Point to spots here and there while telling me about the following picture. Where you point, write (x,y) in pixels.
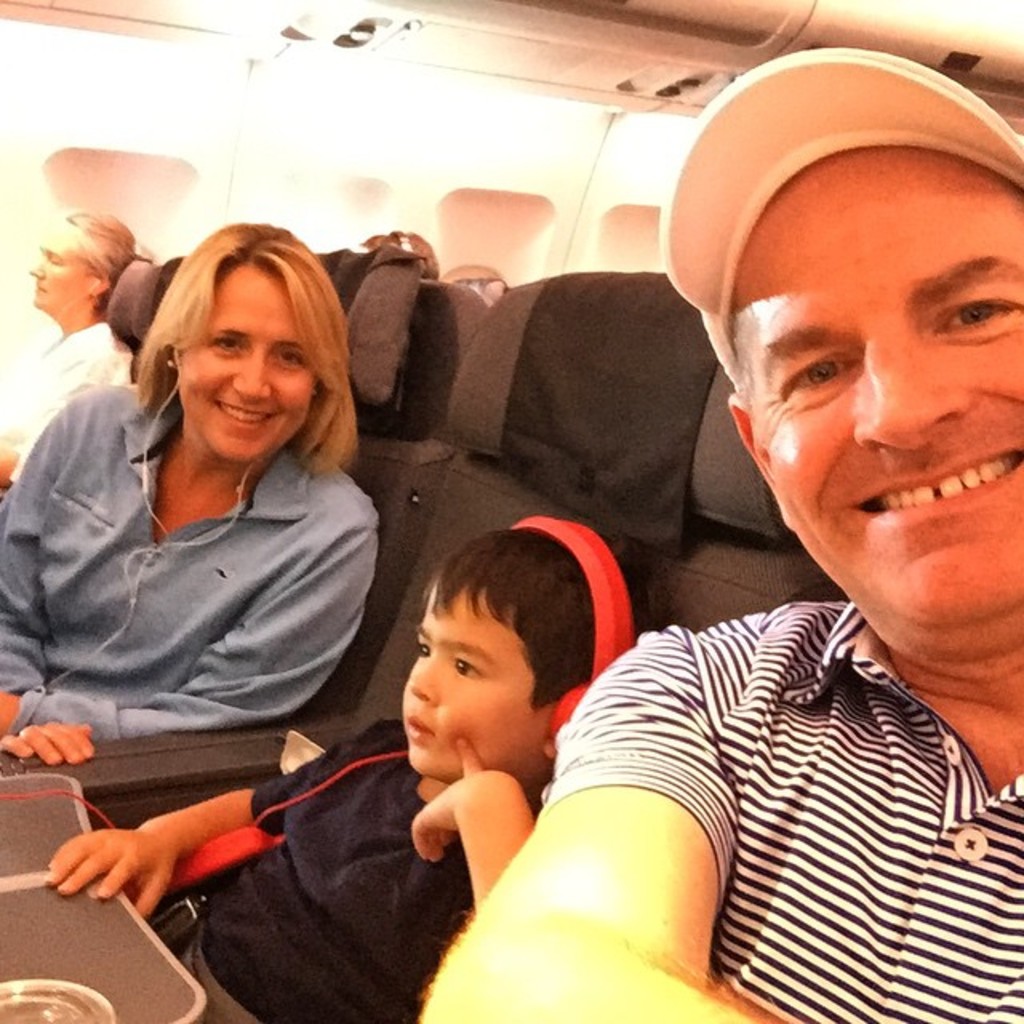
In this image there is a man (778,389), woman (234,448) and a child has seated in a plane (615,382).
